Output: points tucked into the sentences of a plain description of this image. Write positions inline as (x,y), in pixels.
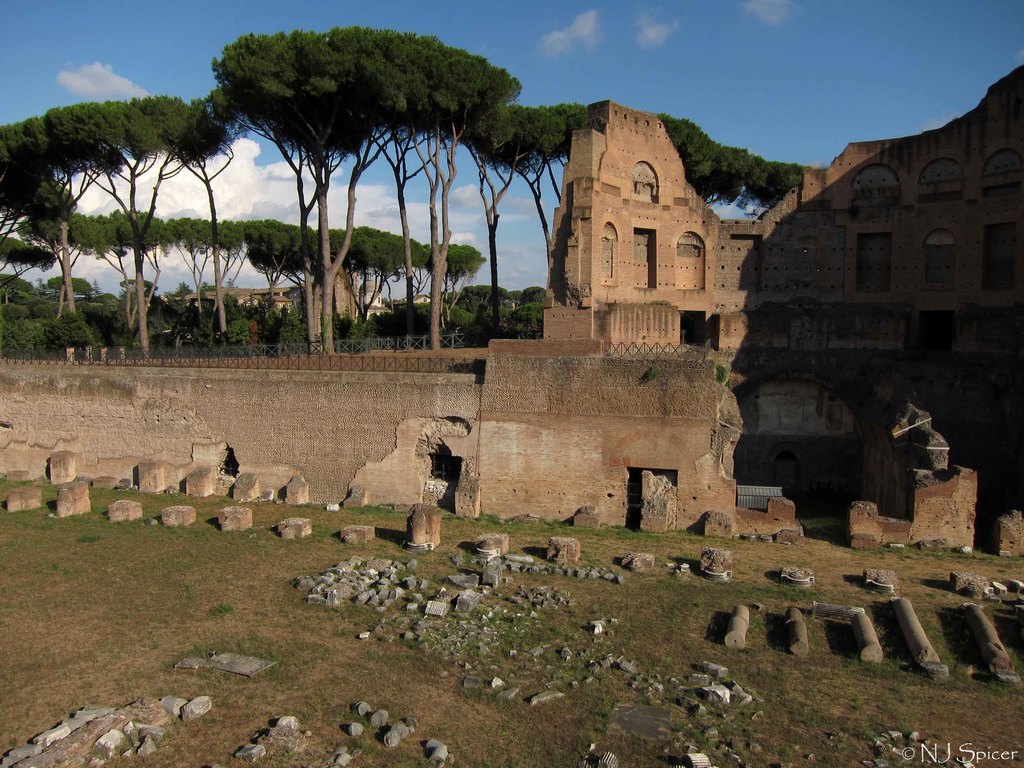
We can see stones (416,593) and wooden objects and we can see wall (426,377) and fence (326,359). In the background (366,303) we can see trees (297,264), buildings (282,306) and sky (938,68) with clouds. In the bottom right of the image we can see water mark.
